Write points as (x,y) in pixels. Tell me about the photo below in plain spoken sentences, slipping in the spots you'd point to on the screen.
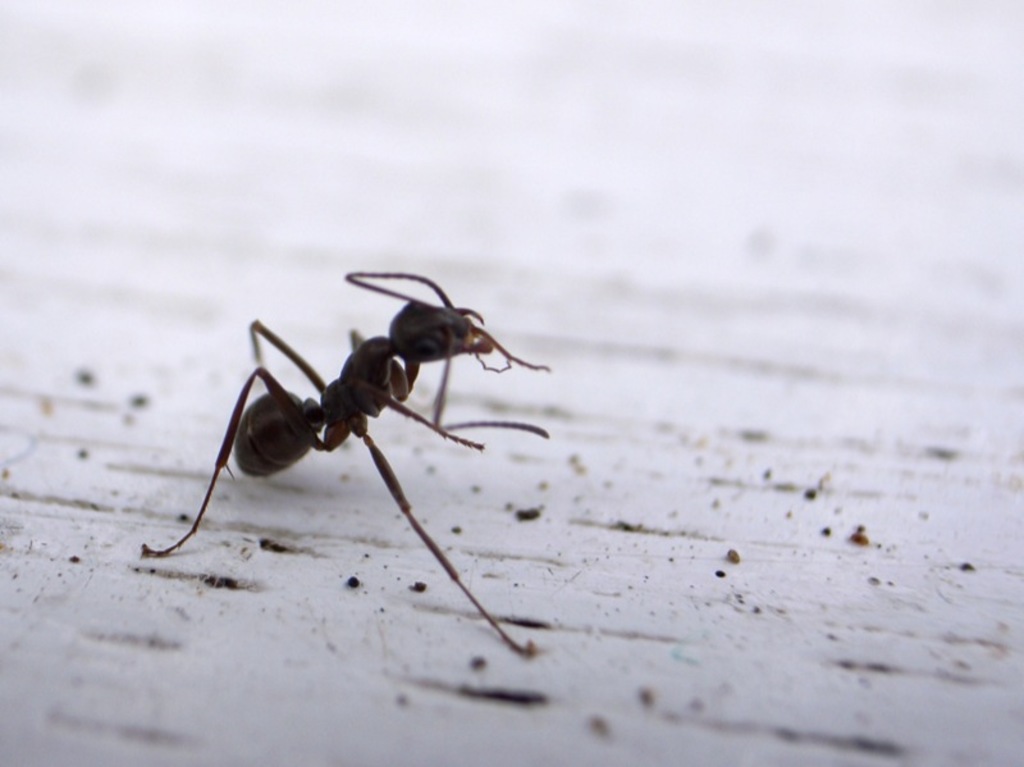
In this image, we can see an ant (456,326). In the background (496,113), image is blurred.
